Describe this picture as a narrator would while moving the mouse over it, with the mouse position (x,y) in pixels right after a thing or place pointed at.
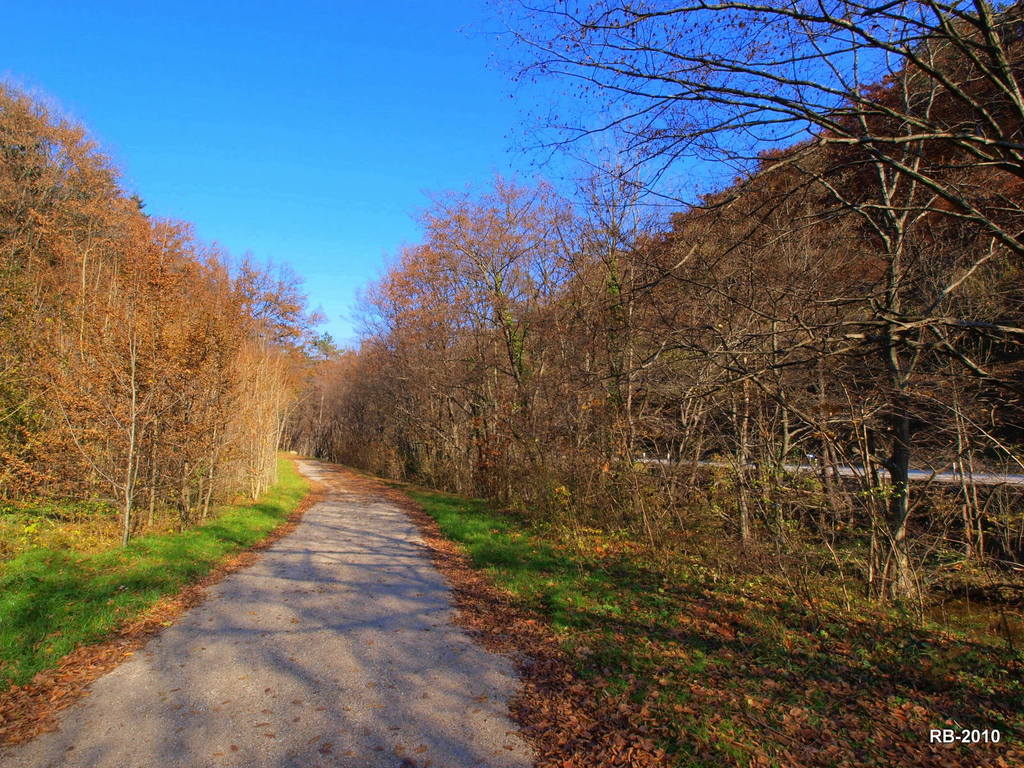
In this image we can see the trees (447,382), grass (662,625), dried leaves (612,745) and also the path (341,560). We can also see the sky (394,152). In the bottom right corner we can see the alphabets (945,741) and also the numbers (979,739).
